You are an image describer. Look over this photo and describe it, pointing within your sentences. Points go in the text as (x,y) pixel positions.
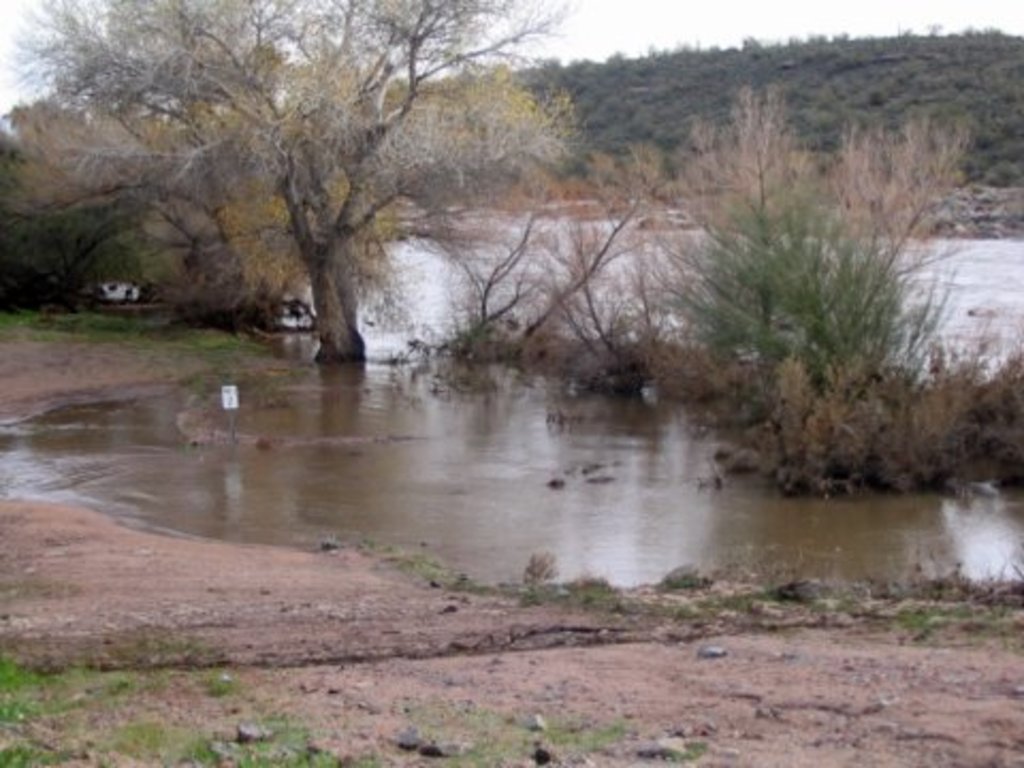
In this picture we can see stones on the ground (370,681), water (466,468), trees (20,167), plants (837,427) and in the background (752,6) we can see the sky (767,18).
